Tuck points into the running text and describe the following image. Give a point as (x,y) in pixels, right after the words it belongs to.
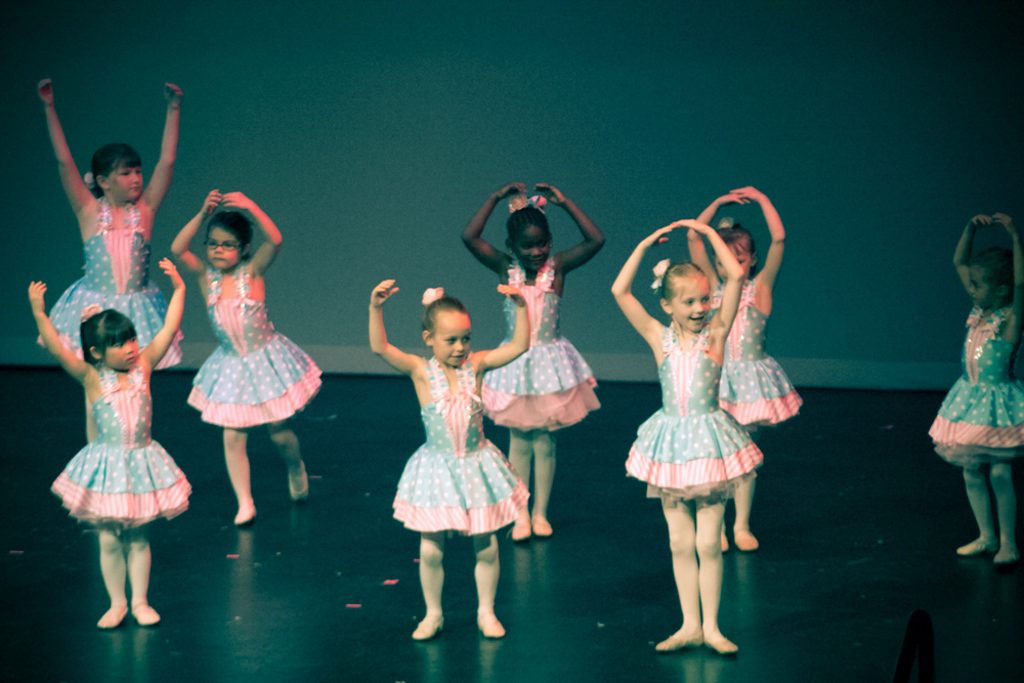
Girls (581,373) are dancing by raising their hands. They are wearing frocks (689,415).
